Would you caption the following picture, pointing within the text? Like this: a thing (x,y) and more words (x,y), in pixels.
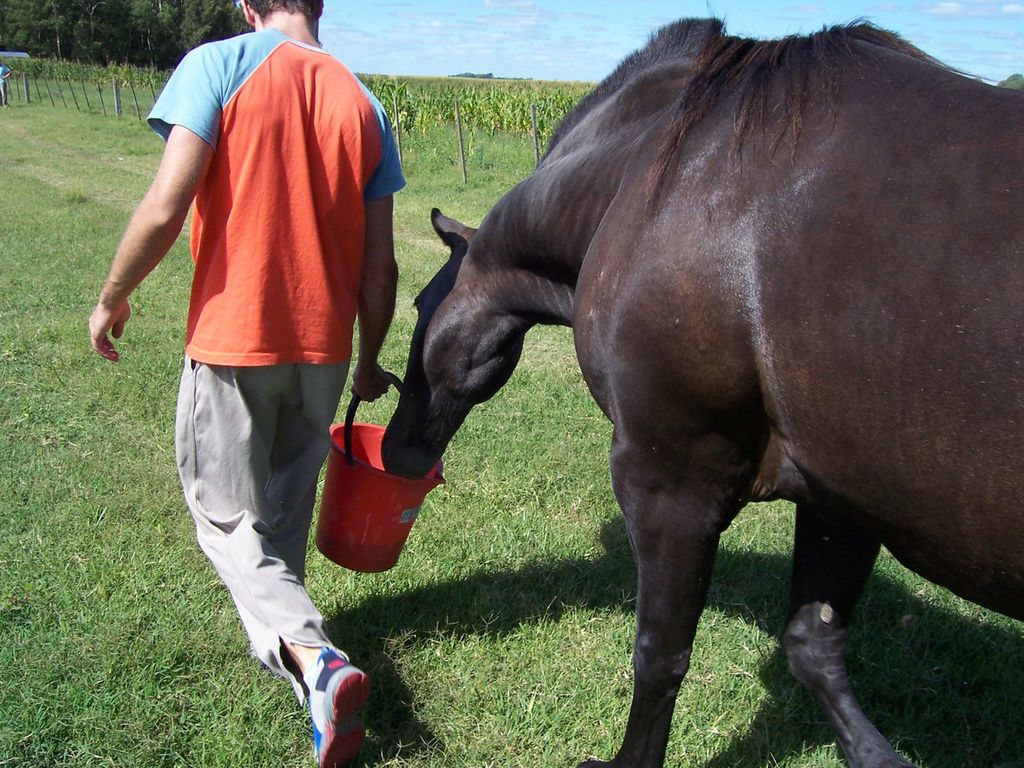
In this image we can see the man (185,163) holding bucket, on the right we can see an animal (650,92), we can see trees (79,36), grass (54,88), at the top (430,73) we can see the sky (440,9).
